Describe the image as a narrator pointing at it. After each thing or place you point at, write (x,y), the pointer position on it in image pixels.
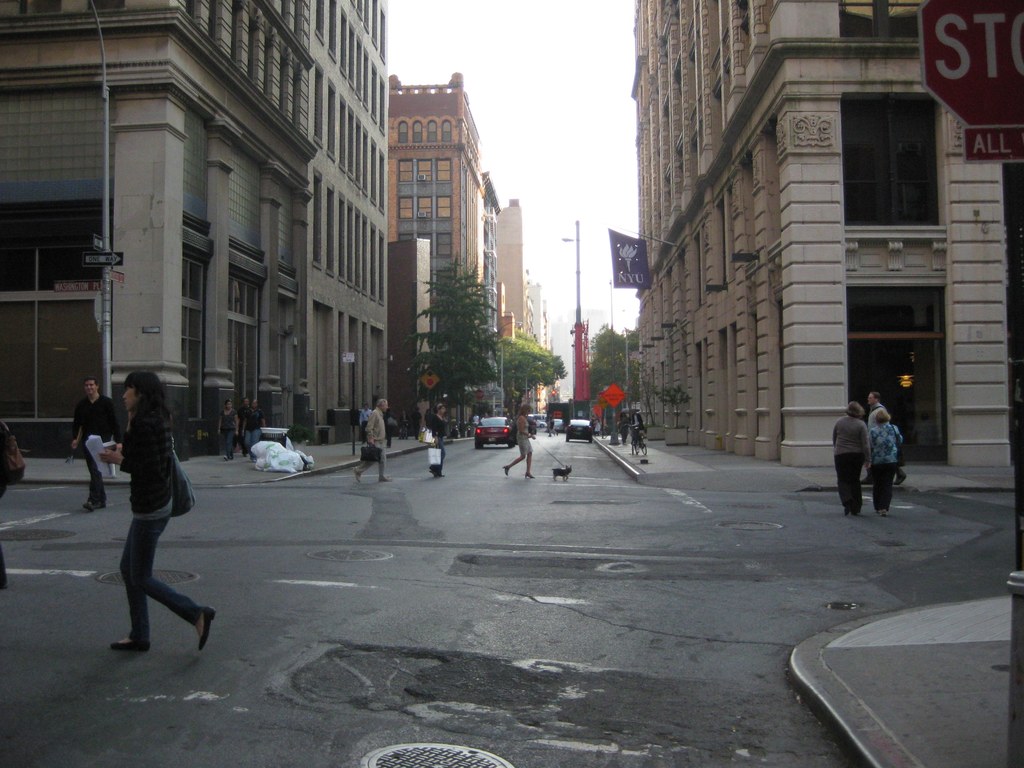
In the image we can see buildings (733,264) and poles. We can even see there are people (168,475) walking, they are wearing clothes (165,463) and some of them are carrying a bag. Here we can see footpath (925,477), trees (533,350), boards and the sky (536,29).
